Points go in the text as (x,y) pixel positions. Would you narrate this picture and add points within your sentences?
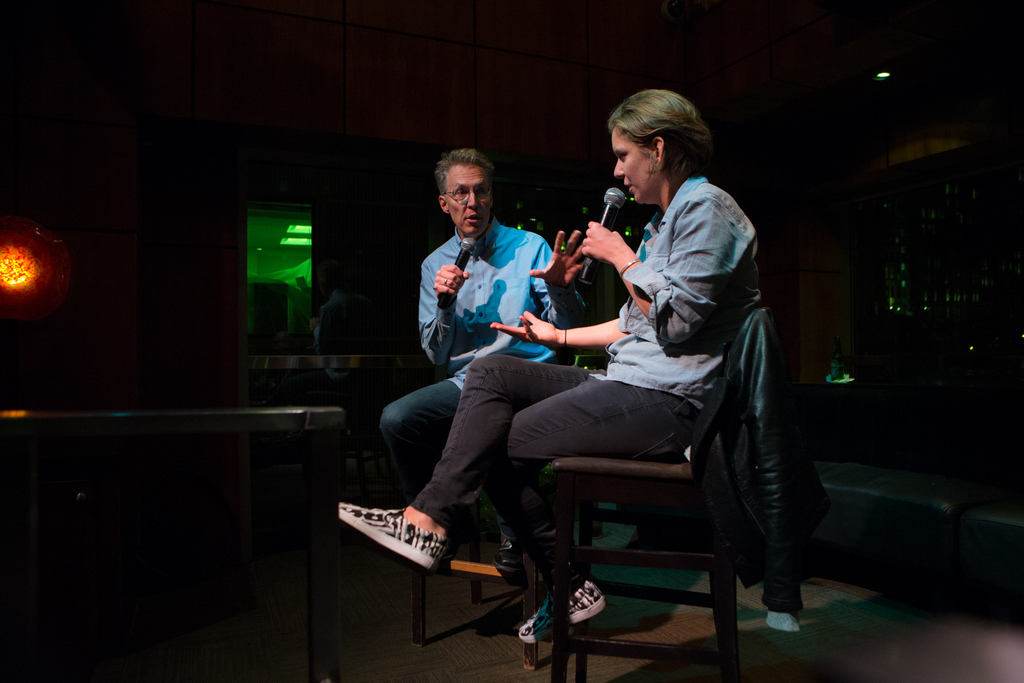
There are two persons (423,299) sitting in chairs (676,475) and holding a mic (463,242) in their hands (630,256) and speaking in front of it and there are some other objects (294,288) in the background (300,368).
